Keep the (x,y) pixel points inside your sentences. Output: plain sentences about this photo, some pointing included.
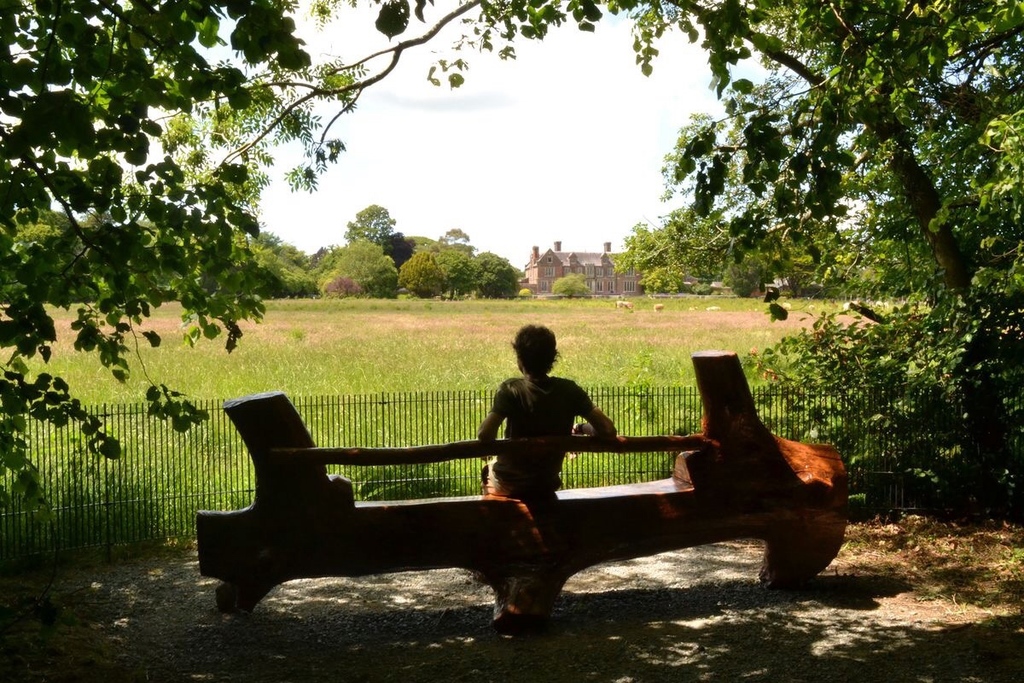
In the center of a picture there is a person (512,467) sitting on a bench (382,460), in front of him there is a railing (783,393). On the right (954,426) there are trees (929,285). On the left (74,151) there is a tree (133,231). In the center of the picture (455,318) it is a field (429,315). In the center of the background (419,271) there are trees (397,265) and buildings (599,262).
